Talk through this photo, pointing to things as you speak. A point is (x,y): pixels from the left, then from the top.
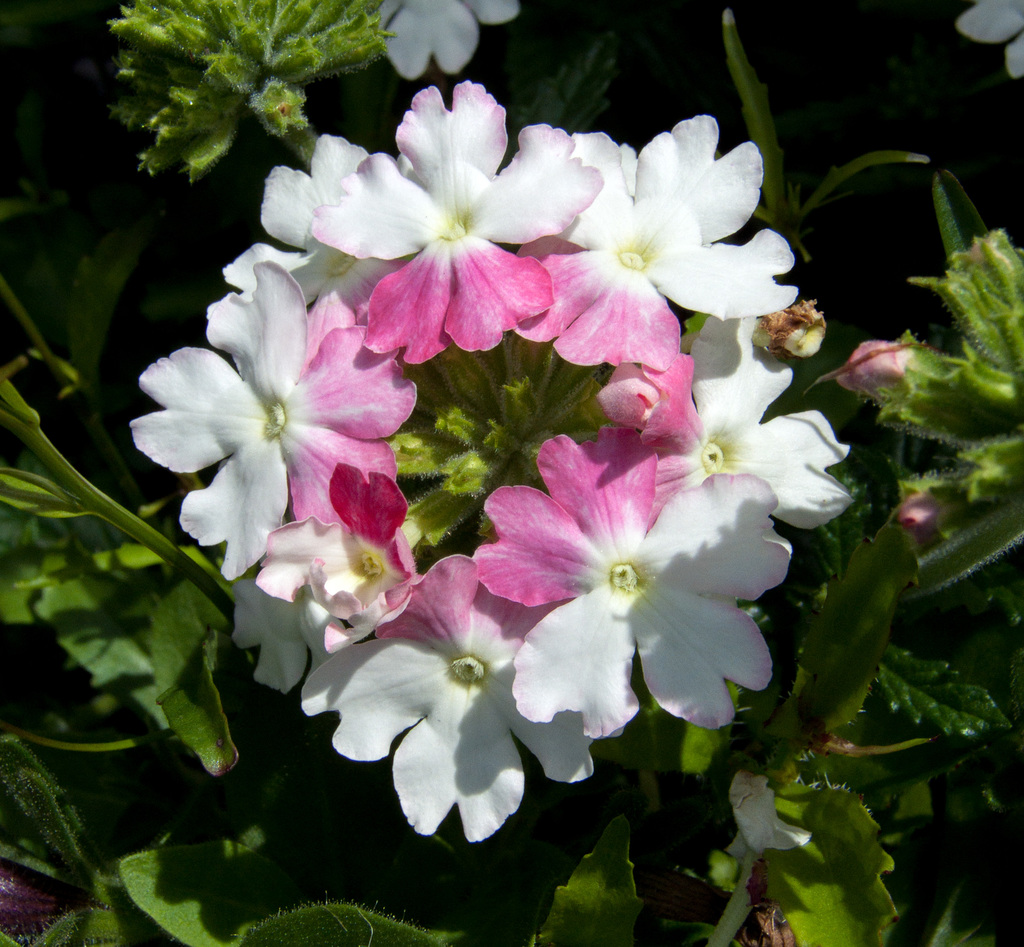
In the center of the image (345,378) flowers (436,567) are there. In the background of the image (93,565) leaves (983,632) are there.
